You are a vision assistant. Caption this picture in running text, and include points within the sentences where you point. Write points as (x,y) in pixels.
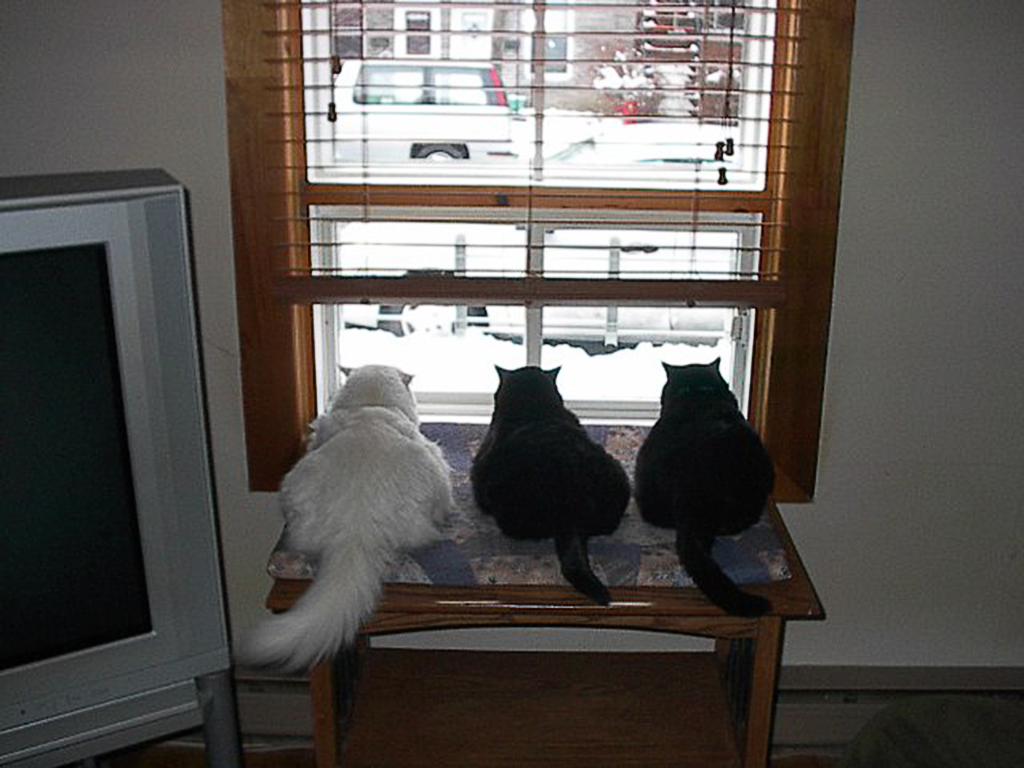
Here we can see three cats (672,398) laying on a table (736,544) present and there is a window (494,388) in front of them from which we can see vehicles (486,84) and buildings (553,57) and on the left side (3,279) we can see a television (1,299).
